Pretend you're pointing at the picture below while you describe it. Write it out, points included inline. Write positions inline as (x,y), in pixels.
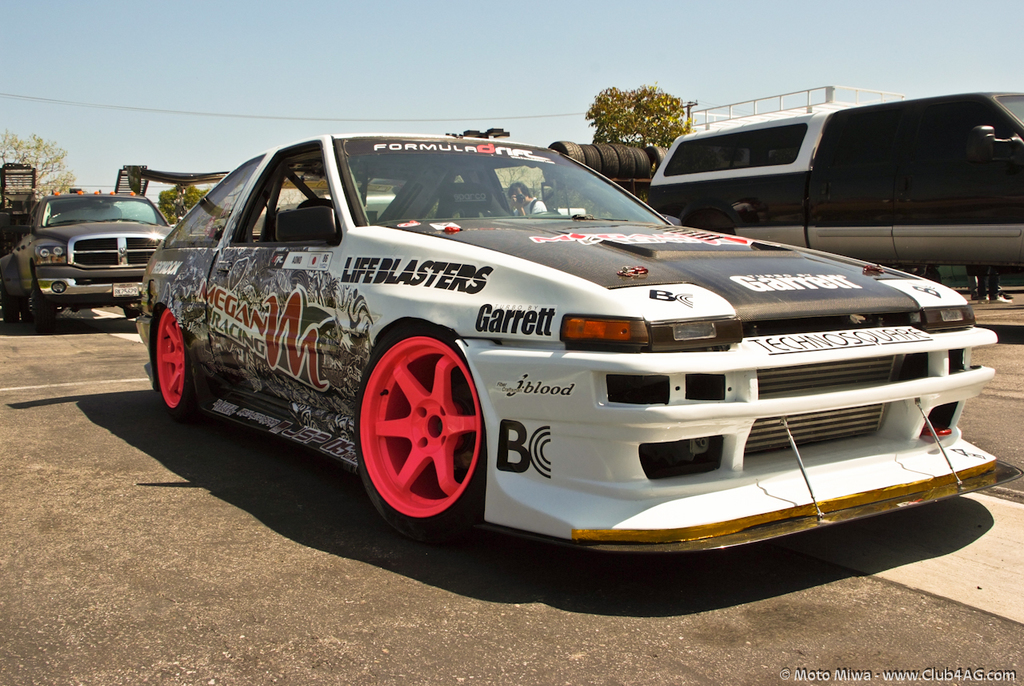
In this image I see cars (595,257) which are colorful and I see something is written on this car (622,263) and I see the path (87,424). In the background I see the trees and the clear sky (373,59) and I see the watermark (861,670) over here.
